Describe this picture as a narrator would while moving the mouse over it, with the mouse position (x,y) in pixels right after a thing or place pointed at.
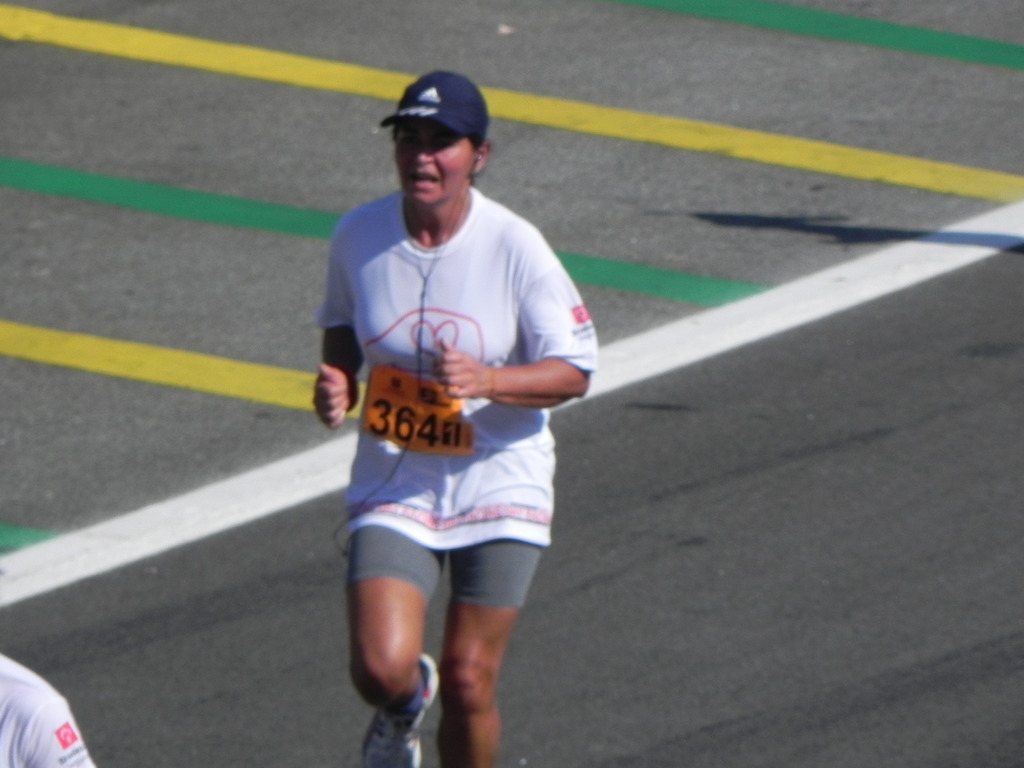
In this picture there is a woman (557,313) who is wearing cap (463,116), t-shirt (394,313), short (389,552) and shoes (413,766). She is running on the road (547,696). On the left (125,353) I can see some green, yellow and white lines (199,210) on the road (25,400). In the bottom left corner (15,683) I can see the person's shoulder (44,741).
